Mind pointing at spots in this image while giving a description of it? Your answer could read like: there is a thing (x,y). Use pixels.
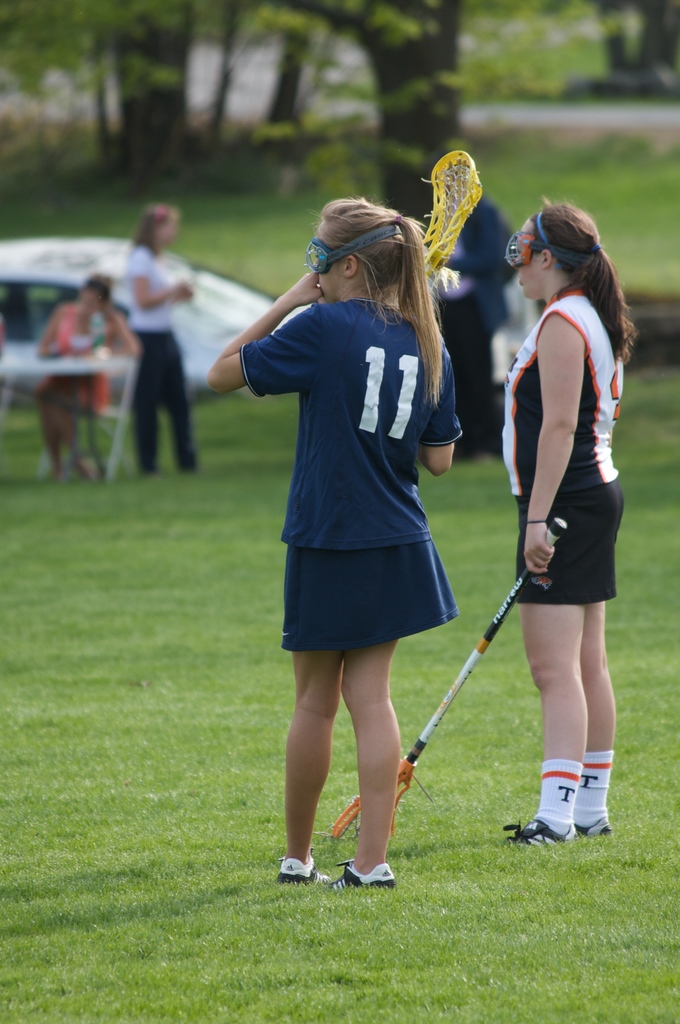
In this image I can see the group of people (612,497) standing on the ground (104,851). These people (51,400) are wearing the different color dresses (180,420) and I can see one person (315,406) holding the stick (454,690). In the back (49,354) I can see the table (56,362), car (21,386) which is in white color and there are many trees (282,104) in the back (296,132).
